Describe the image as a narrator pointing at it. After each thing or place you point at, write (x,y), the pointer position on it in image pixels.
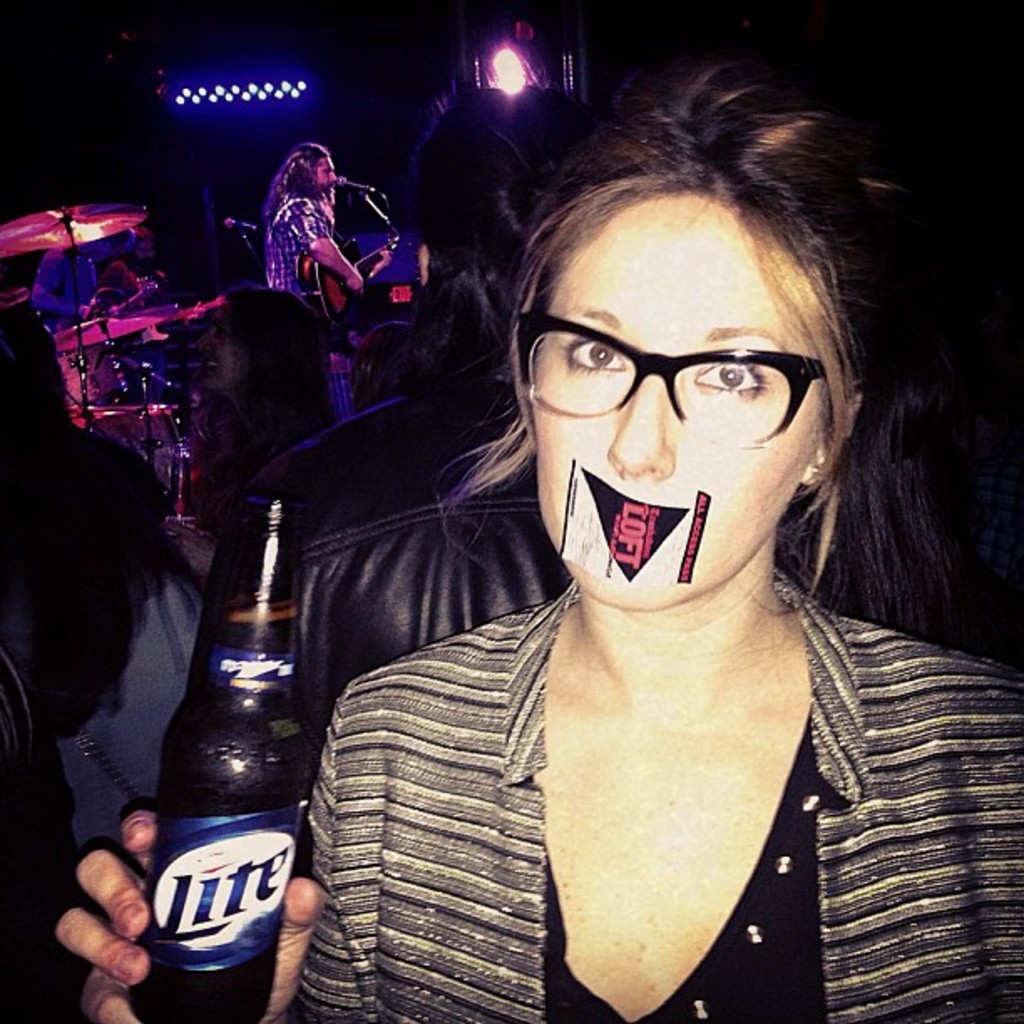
In this image there is a person (607,896) standing and holding a bottle (225,729), there is a sticker (653,537) on the mouth (651,535) of the person (726,534), there are persons (280,447) standing, there is a microphone (357,185), there is stand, there is a person (326,254) playing a musical instrument (344,302), there are lights (217,89), the background of the image (917,60) is dark.
